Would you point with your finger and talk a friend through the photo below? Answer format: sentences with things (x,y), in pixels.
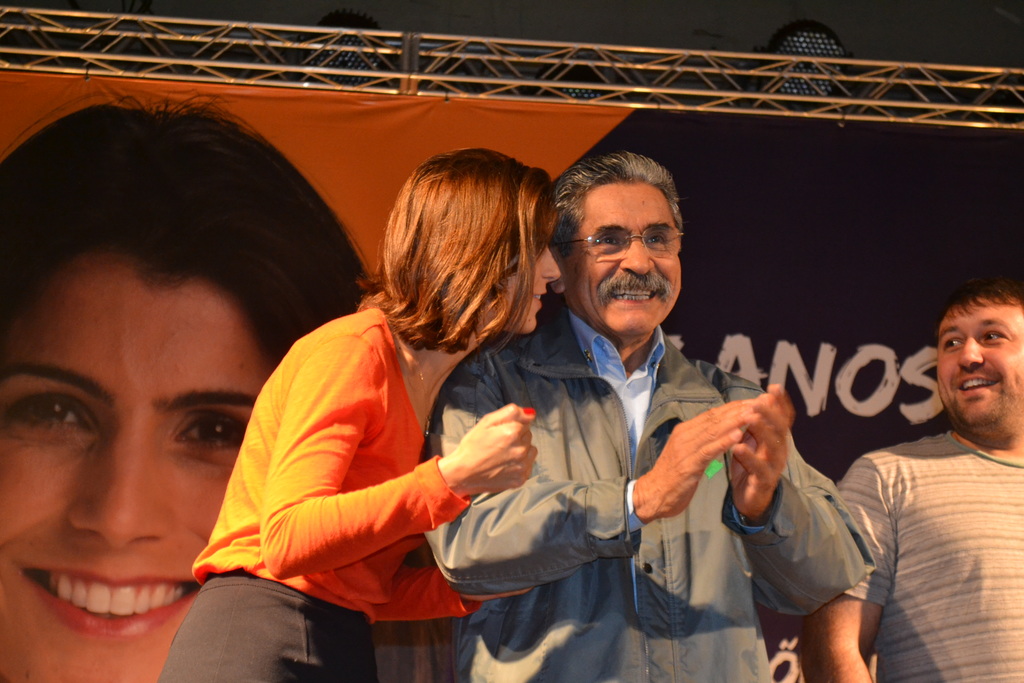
In this image I can see three persons (799,550) standing. In front (715,524) the person (722,511) is wearing gray color blazer (721,511) and blue shirt (641,379) and the person (368,445) at left (331,466) is wearing an orange color shirt (343,459) and gray short (261,612). Background (357,123) I can see the banner (382,151) and the banner (719,203) is in orange and black color and I can see the person's face (101,569) on the banner (161,305).
